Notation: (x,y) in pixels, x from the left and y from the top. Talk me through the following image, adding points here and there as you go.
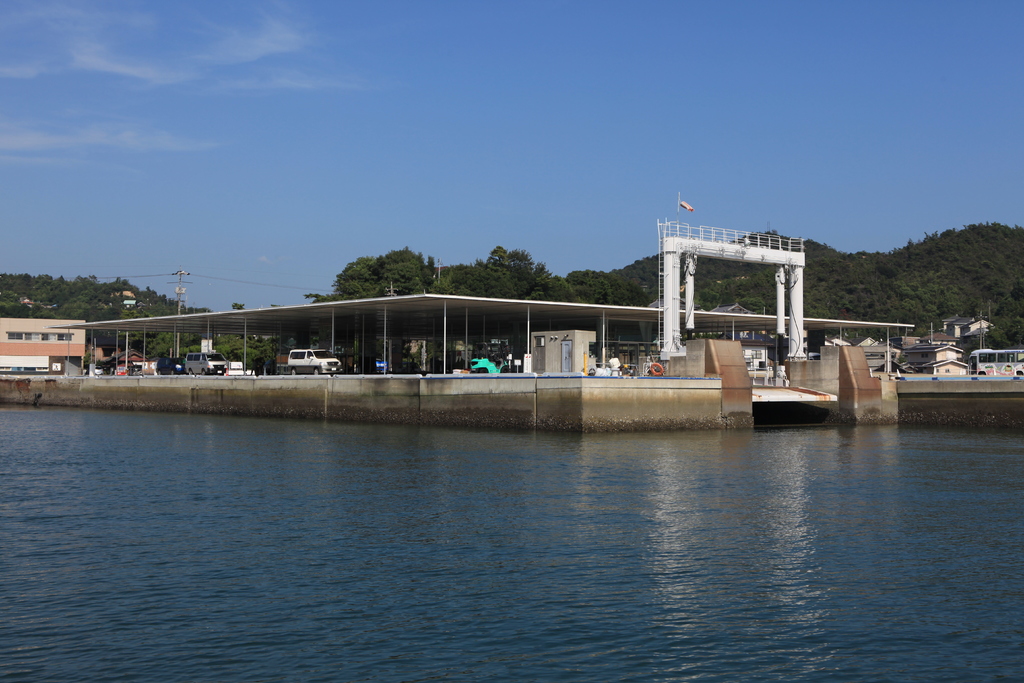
In this picture I can see the water (539,528) in front (82,418) and in the middle of this picture (360,308) I can see the shed (458,346) and under it I see few cars (301,357) and I can see few buildings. On the right side of this picture (774,257) I can see the arch (758,235). In the background (710,272) I can see number of trees (638,268) and the clear sky (574,101).
